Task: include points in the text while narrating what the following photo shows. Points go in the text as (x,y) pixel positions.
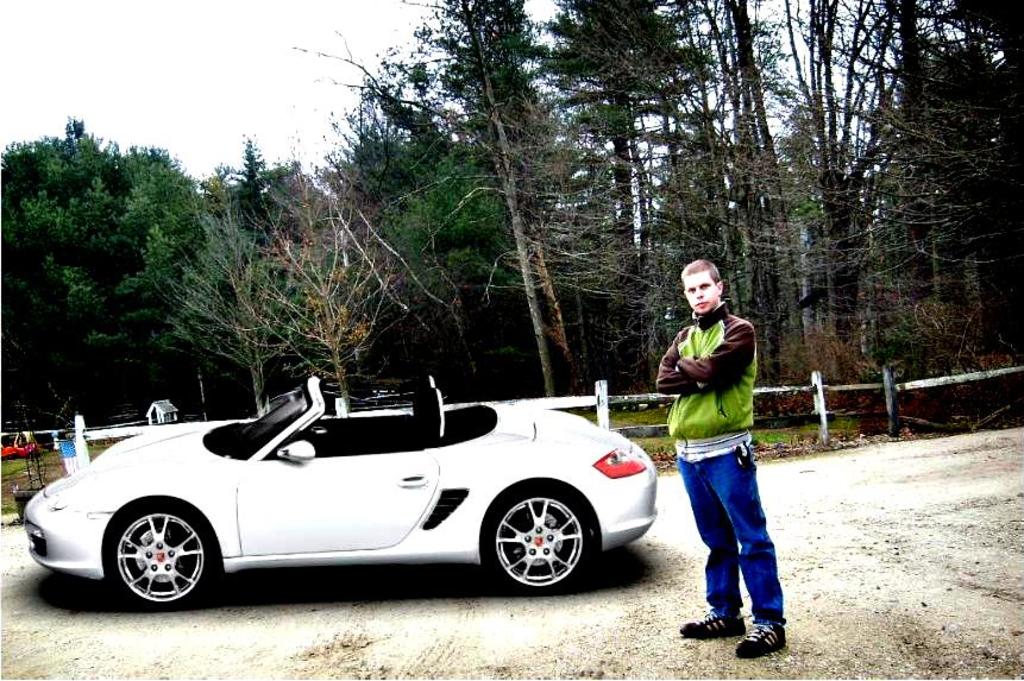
In this picture we can see a car (331,553) and a man (718,307) standing on the ground (49,582) and in the background (159,396) we can see some objects (166,412), fence (84,426), trees (143,396), sky (299,78) with clouds (293,101).
